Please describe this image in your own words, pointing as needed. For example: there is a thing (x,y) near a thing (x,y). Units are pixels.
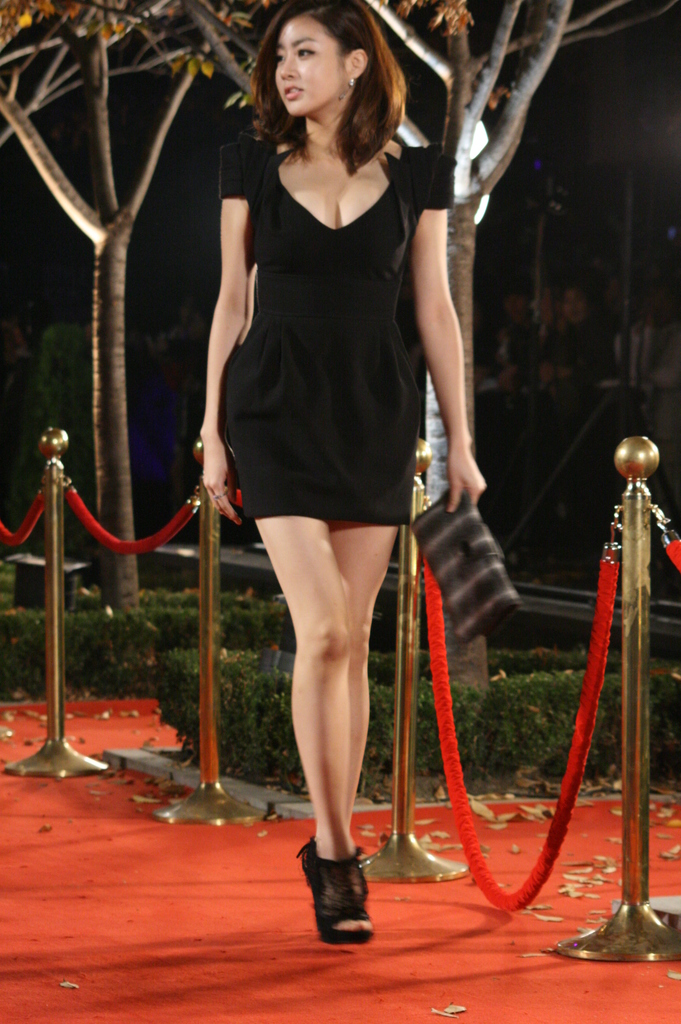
In this image I can see a woman (322,638) is holding a purse (478,596) in hand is walking on the ground (320,982). In the background (459,663) I can see fence (407,769), trees (451,653), group of people (520,417) and grass (563,709). This image is taken may be during night.
